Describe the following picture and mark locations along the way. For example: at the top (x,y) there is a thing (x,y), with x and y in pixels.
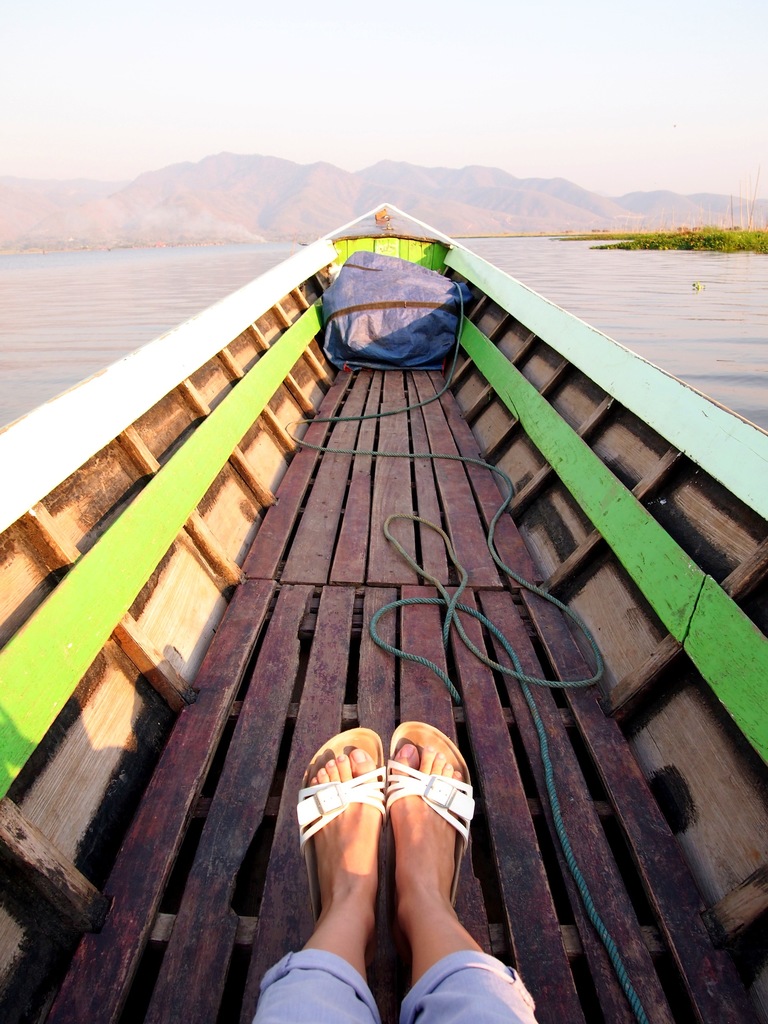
In the picture we can see some person's leg (419,907) sitting in a boat (345,486) and in the background (11,369) there is water (31,282), there are some mountains (157,218) and clear sky (414,139).
